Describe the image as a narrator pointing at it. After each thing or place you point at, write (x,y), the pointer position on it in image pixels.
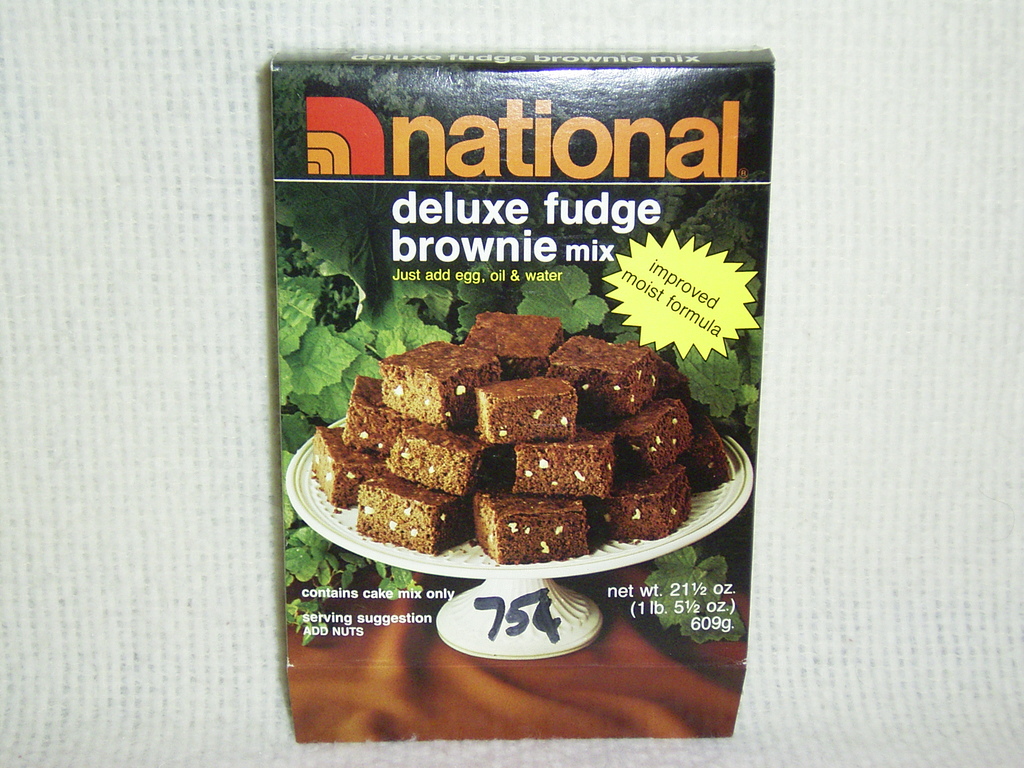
It is a zoom in picture of a brownie mix box (561,304) placed on the white surface (191,339).
